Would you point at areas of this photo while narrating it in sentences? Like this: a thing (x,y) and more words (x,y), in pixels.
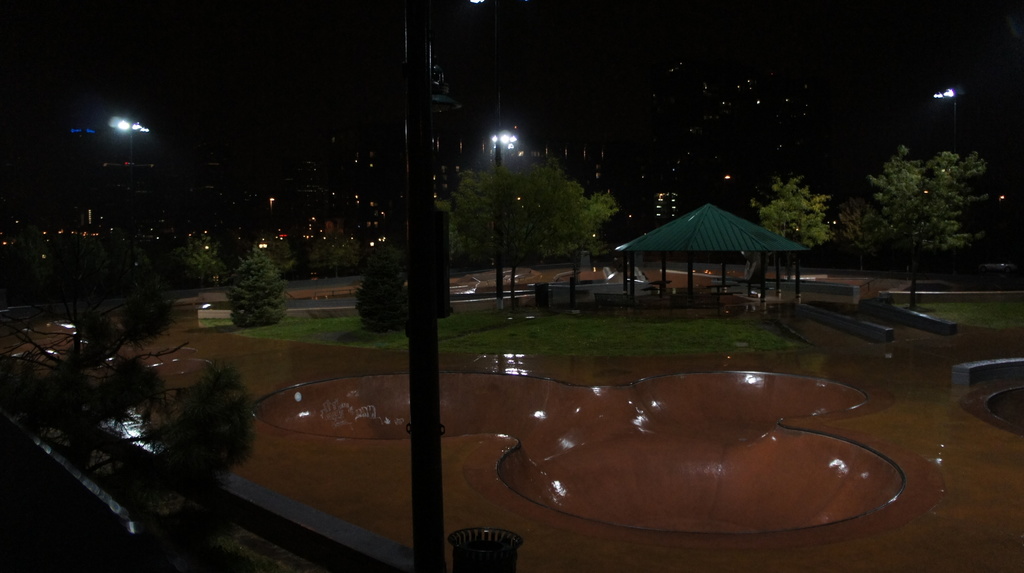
In this image we can see an outside view of a garden (348,357) in which we can see a group of trees (250,307), grass (235,328), a skating ramp (586,432), poles (424,480) and a trash bin (485,544). On the backside (707,277) we can see a shed (635,245) with a roof (667,240) and some lights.
